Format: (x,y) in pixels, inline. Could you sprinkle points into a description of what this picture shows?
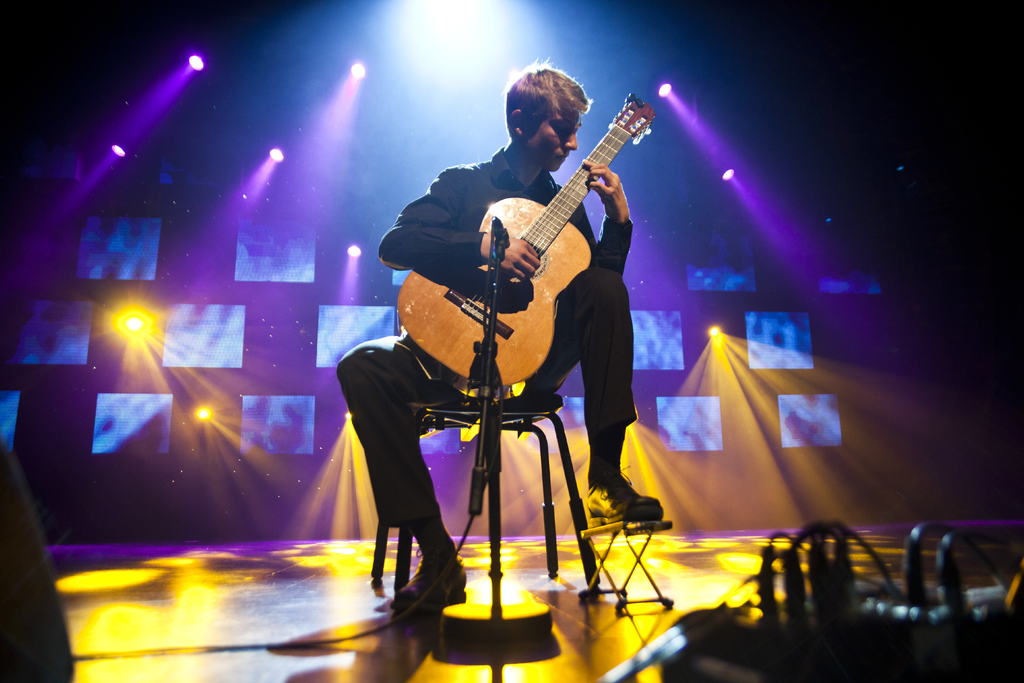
In the image we can see there is a person (544,101) who is sitting on chair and holding guitar (514,286) in his hand (532,270).
